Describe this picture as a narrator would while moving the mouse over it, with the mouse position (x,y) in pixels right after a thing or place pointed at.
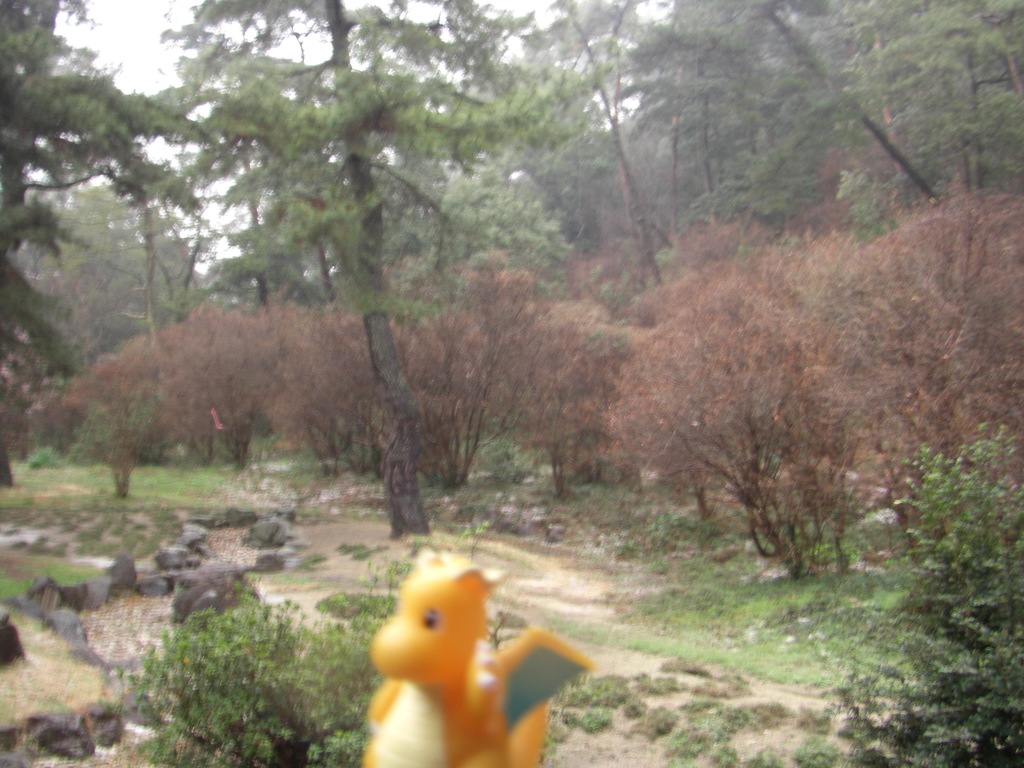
In this picture I can observe yellow color toy (424,651) in the bottom of the picture (461,686). In the background (392,437) I can observe plants (350,410), trees (355,290) and sky (135,29). There are some stones (111,588) on the left side (91,590).
